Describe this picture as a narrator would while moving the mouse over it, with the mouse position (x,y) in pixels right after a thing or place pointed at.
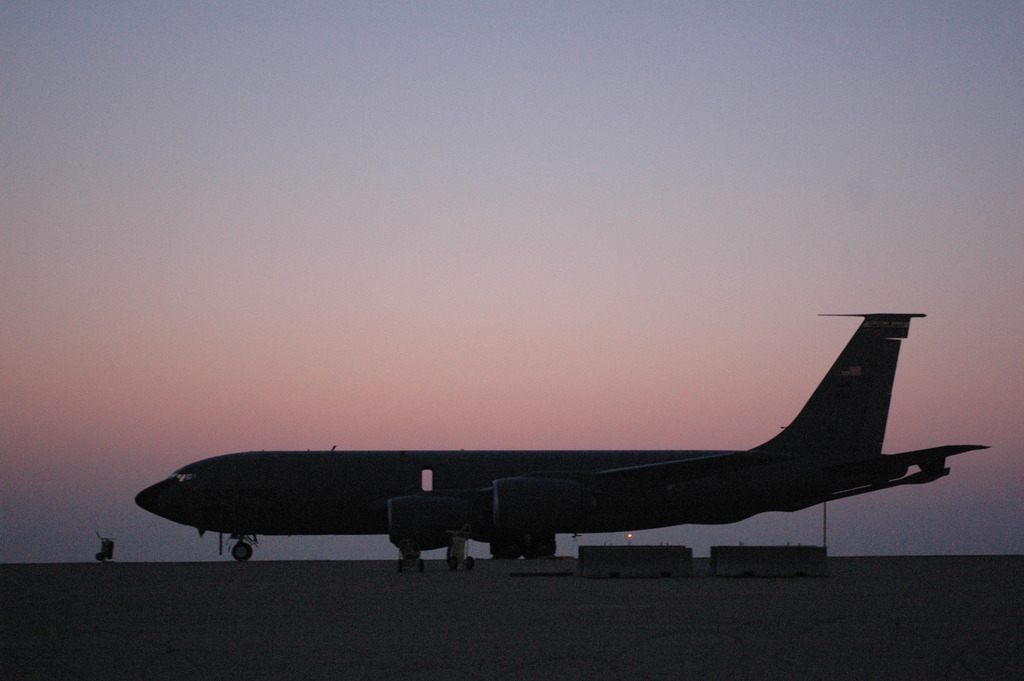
In this image we can see an airplane (411,513) on the ground (646,593). In the background (341,414), we can see dark sky (458,425).
